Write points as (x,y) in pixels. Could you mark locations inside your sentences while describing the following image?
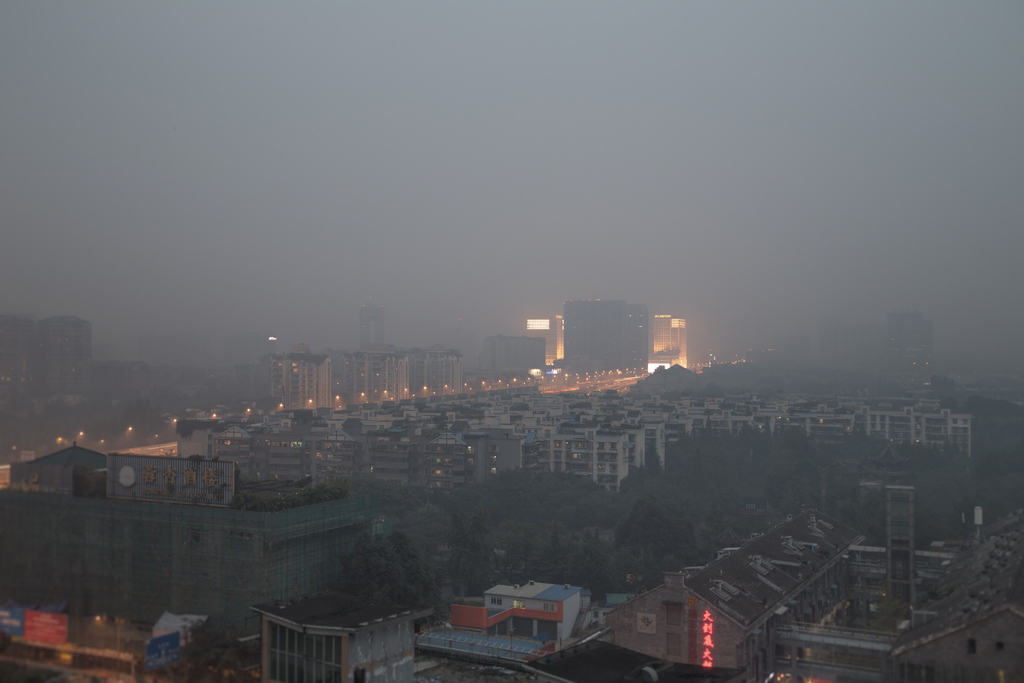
There are buildings (660,330), towers (612,321), lights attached to the poles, trees (1017,429) and other objects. In the background (974,253), there is smog (681,203).
